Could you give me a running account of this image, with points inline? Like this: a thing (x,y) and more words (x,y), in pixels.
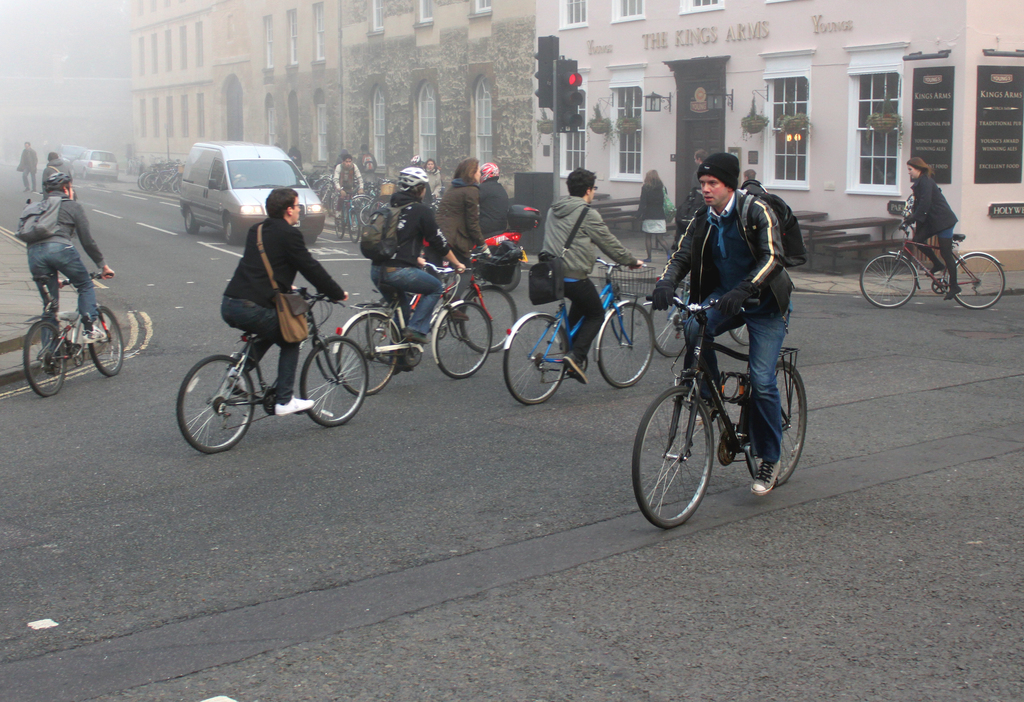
There are people (62,260) riding bicycles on the road (503,386). We can see traffic signals (553,96) on pole (557,163), vehicles (188,215), buildings (744,35), house plants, tables (851,222), benches (860,238) and boards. In the background (76,46) it is blur.
